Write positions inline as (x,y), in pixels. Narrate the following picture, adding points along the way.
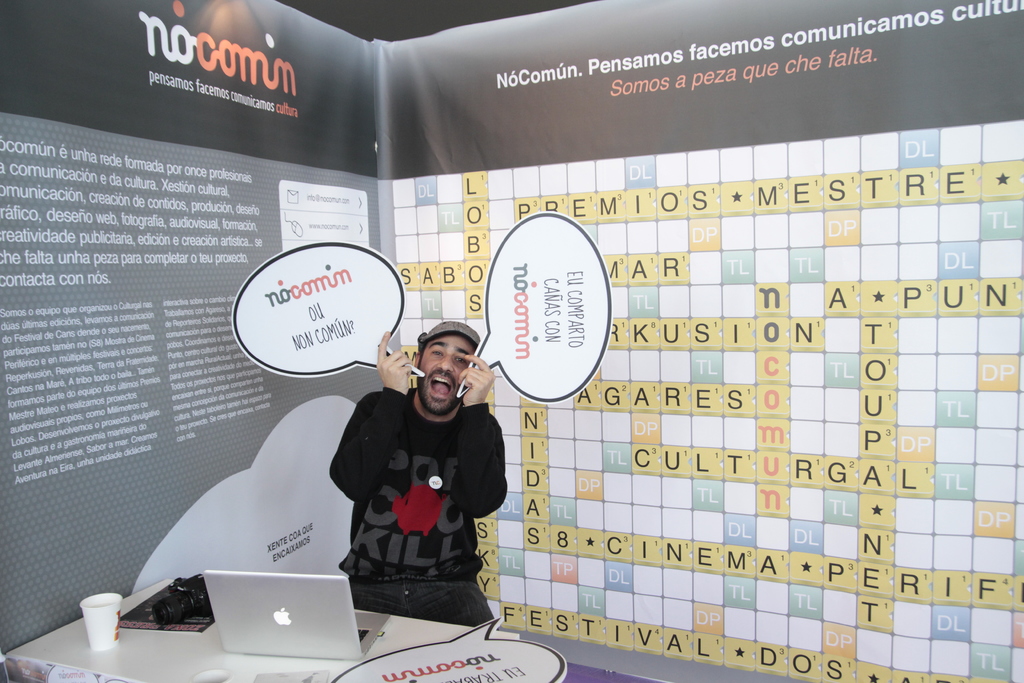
In this picture we can see a man (376,580) wore cap (472,334) and holding boards (370,304) with his hands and in front of him on table (73,635) we can see a glass (98,605), laptop (291,626), camera (174,600) and in the background (87,278) we can see a banner (851,72).
